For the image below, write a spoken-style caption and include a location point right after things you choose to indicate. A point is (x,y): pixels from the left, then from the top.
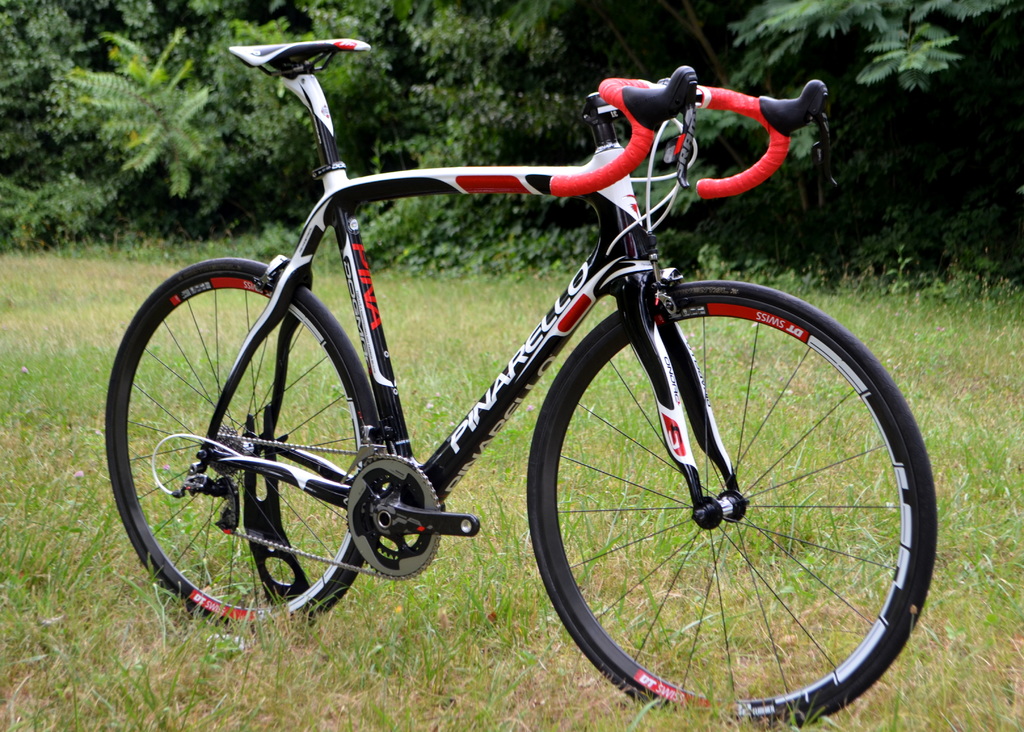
In the picture we can see a bicycle (721,311), which is parked on the grass surface (41,420) and the bicycle (608,178) is black in color and the handle (590,181) is red in color and behind it we can see plants (336,4), and trees (389,45).
